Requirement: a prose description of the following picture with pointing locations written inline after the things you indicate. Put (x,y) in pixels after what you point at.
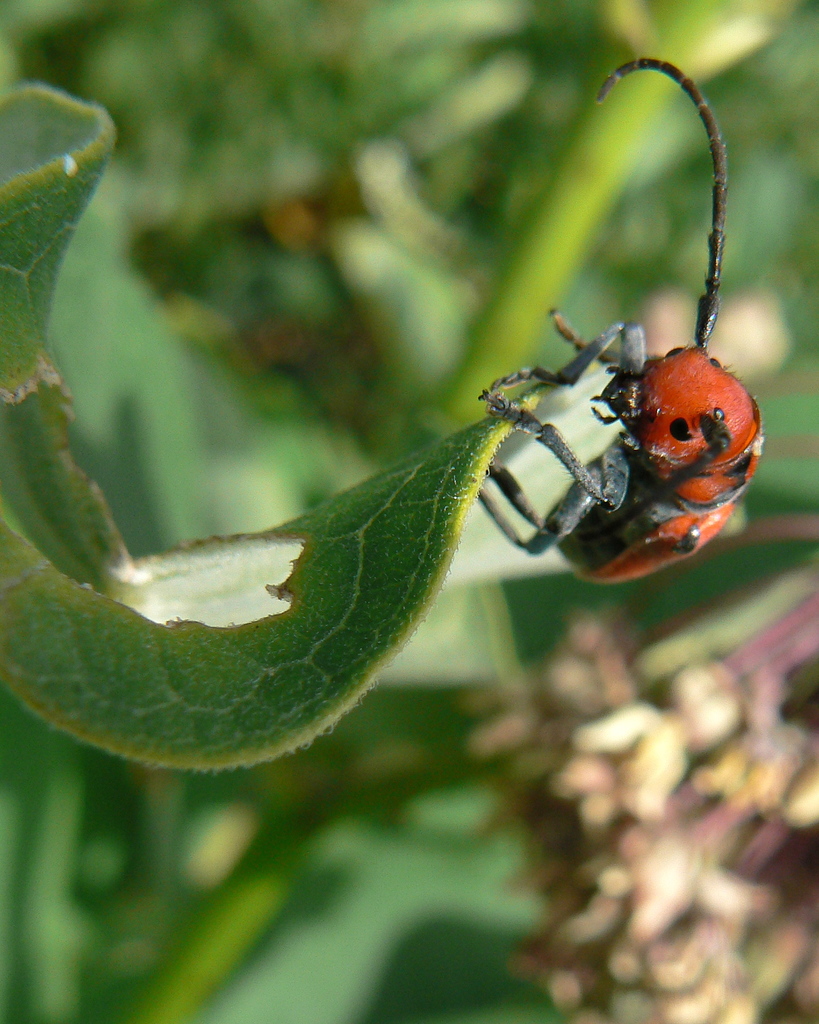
In the front of the image (620,404) I can see a red beetle (645,421) and leaf (352,559). In the background of the image (397,684) it is blurry.
